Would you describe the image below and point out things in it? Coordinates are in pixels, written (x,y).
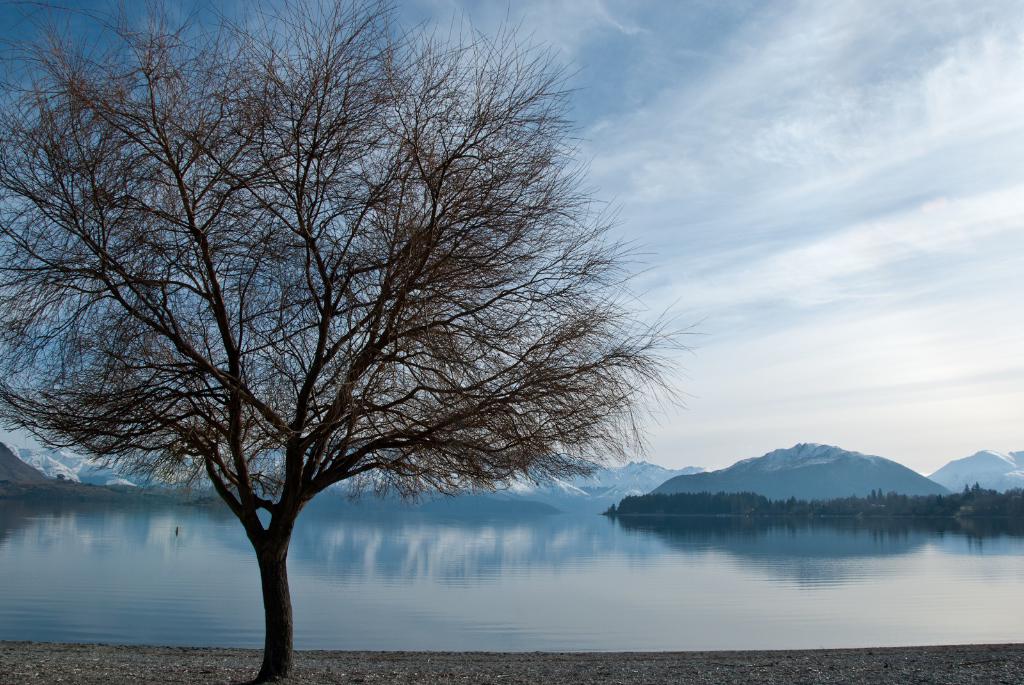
In this picture we can see a tree (342,470), water (367,524), mountains (920,485) and in the background (924,471) we can see the sky (705,114) with clouds (632,239).
